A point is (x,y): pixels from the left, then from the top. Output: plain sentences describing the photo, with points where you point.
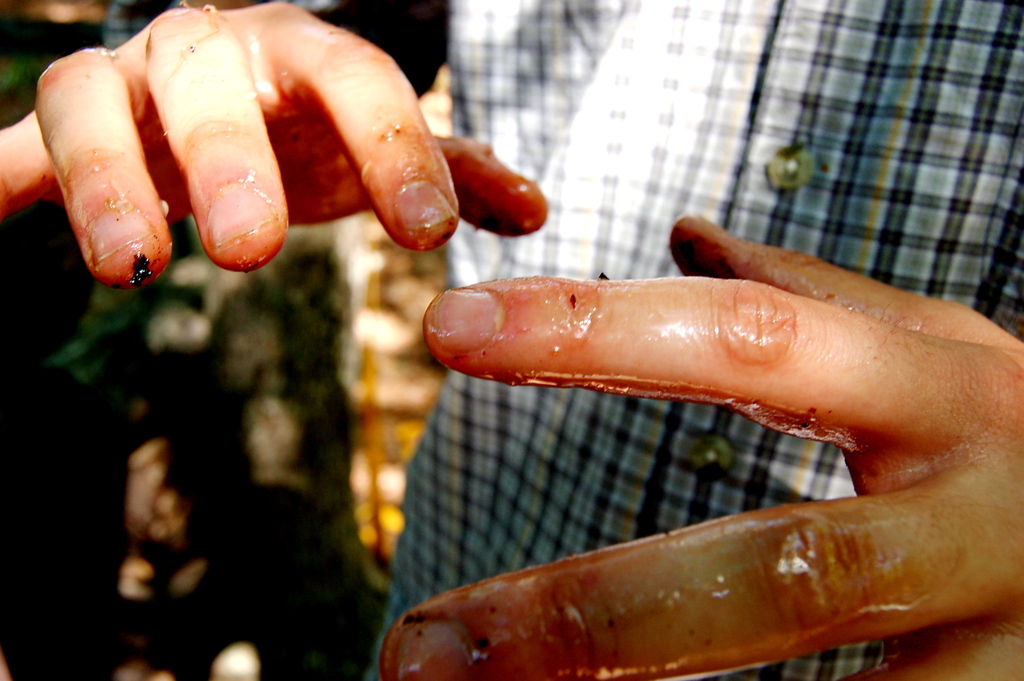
In this image we can see that there are hands (886,447) of a man (680,272). On the hands (272,188) there is a gel (406,180).
